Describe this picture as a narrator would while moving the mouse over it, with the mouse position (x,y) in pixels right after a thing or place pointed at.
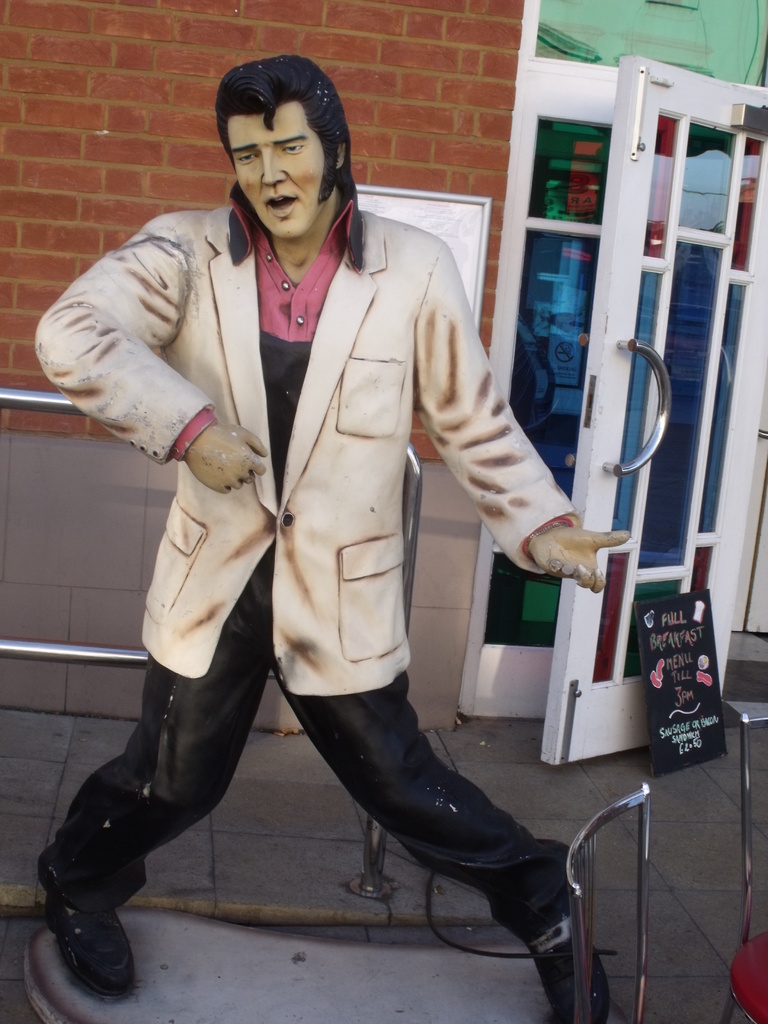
In the center of the image (353,461) there is a statue (300,603). In the background (395,139) we can see a wall (78,112), fence (6,642) and a door (643,315).
